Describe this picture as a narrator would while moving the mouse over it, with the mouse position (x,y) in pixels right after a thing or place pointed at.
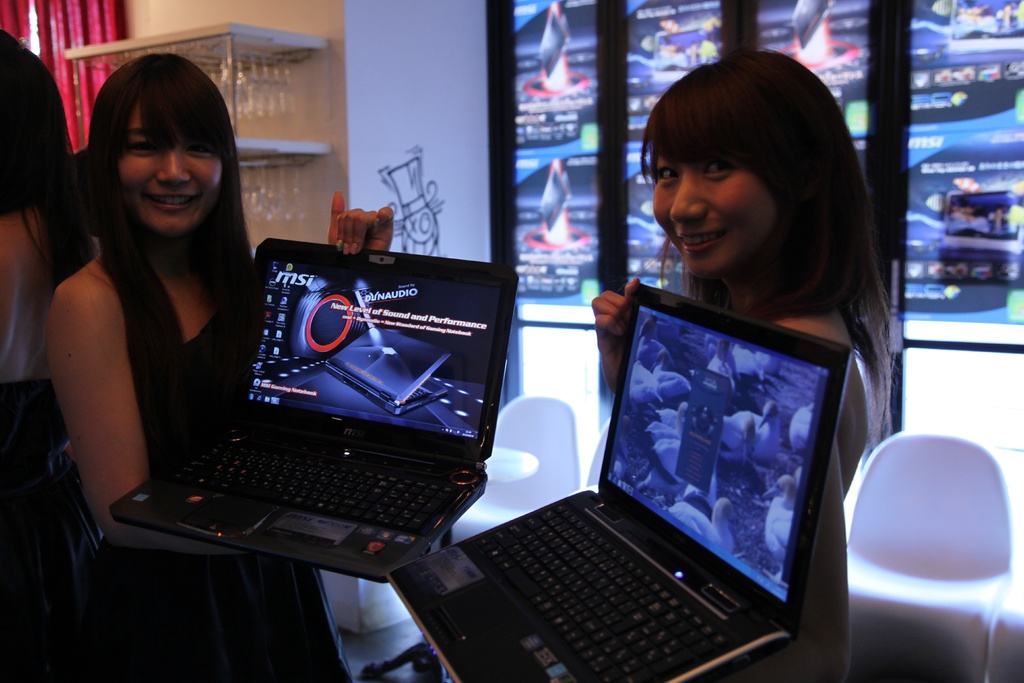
In this picture we can see two women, they are holding laptops (376,347) and in the background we can see a chair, screen (564,300), wall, curtain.
